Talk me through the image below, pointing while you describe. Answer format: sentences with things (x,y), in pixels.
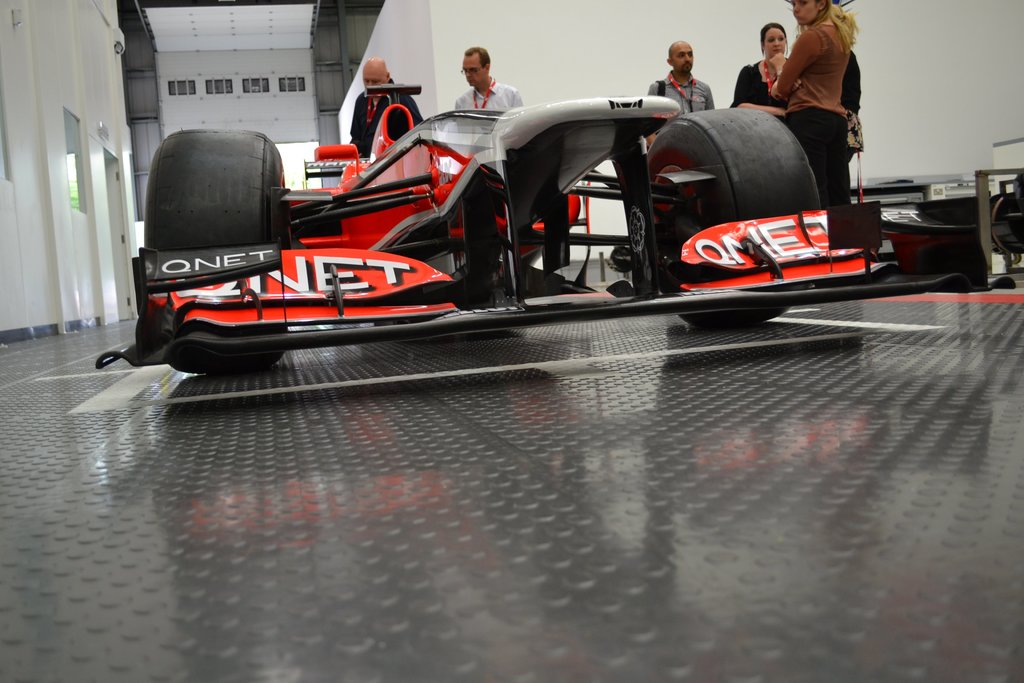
In this image we can see a vehicle (587,176) on the floor (363,390). In the background (500,87), we can see these people (650,84) are standing and we can see few things (986,195) here. Here we can see the wall (102,100).
